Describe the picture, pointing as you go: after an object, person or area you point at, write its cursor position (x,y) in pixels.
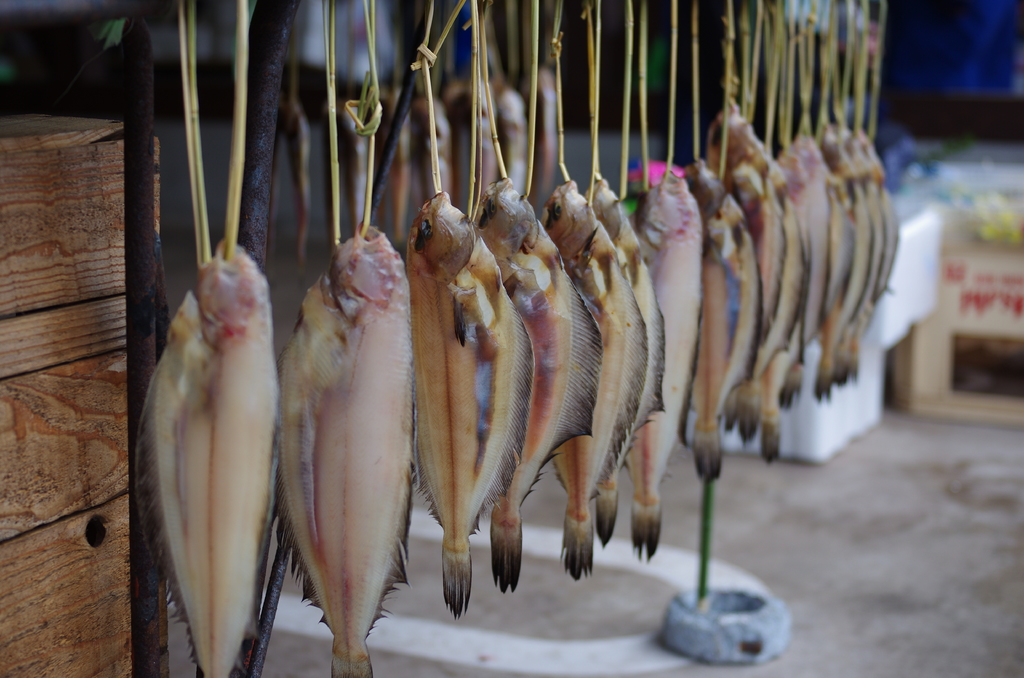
In this image there are fishes (641,389) hanged to an object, there is a wooden object (102,292) towards the left of the image (65,539), there are metal object (146,111), there is ground (653,619) towards the bottom of the image (537,598), there are objects (779,602) on the ground (778,570), there is an object (950,253) towards the right of the image (954,286) that looks like a box (951,274), there is text (982,284) on the box (973,283), the background of the image is dark.
